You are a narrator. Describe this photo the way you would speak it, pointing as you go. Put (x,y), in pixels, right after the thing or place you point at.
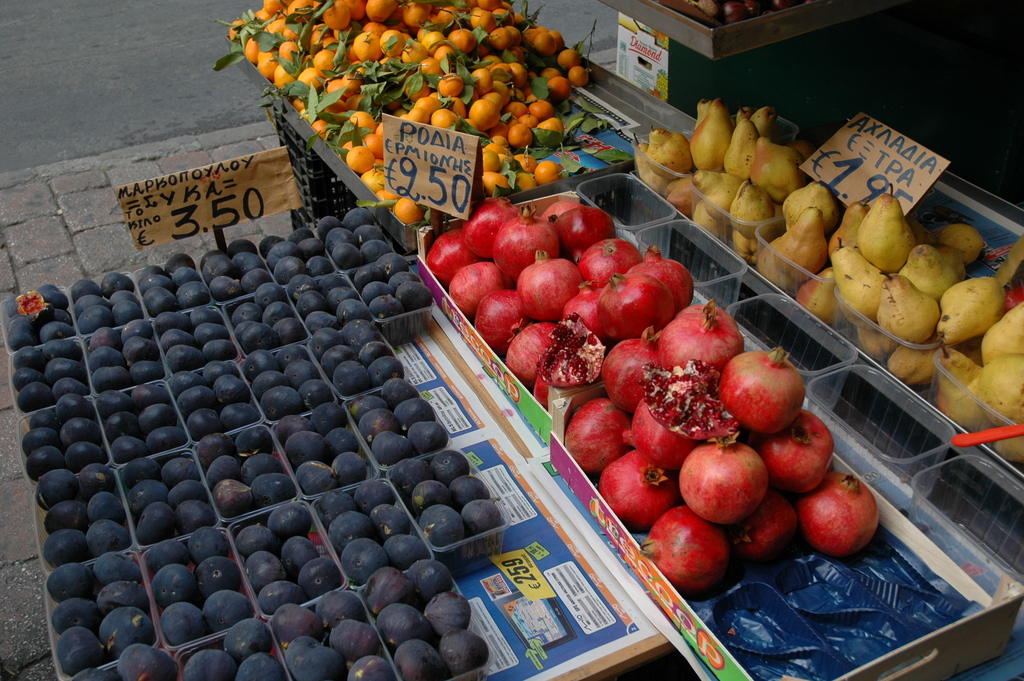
In this image we can see there are a different types of fruits (620,382) arranged in the baskets (598,185) and placed on the table (588,176) and there is a label (178,210) with a price (217,209) on it, in front of this there is a road (71,57).
